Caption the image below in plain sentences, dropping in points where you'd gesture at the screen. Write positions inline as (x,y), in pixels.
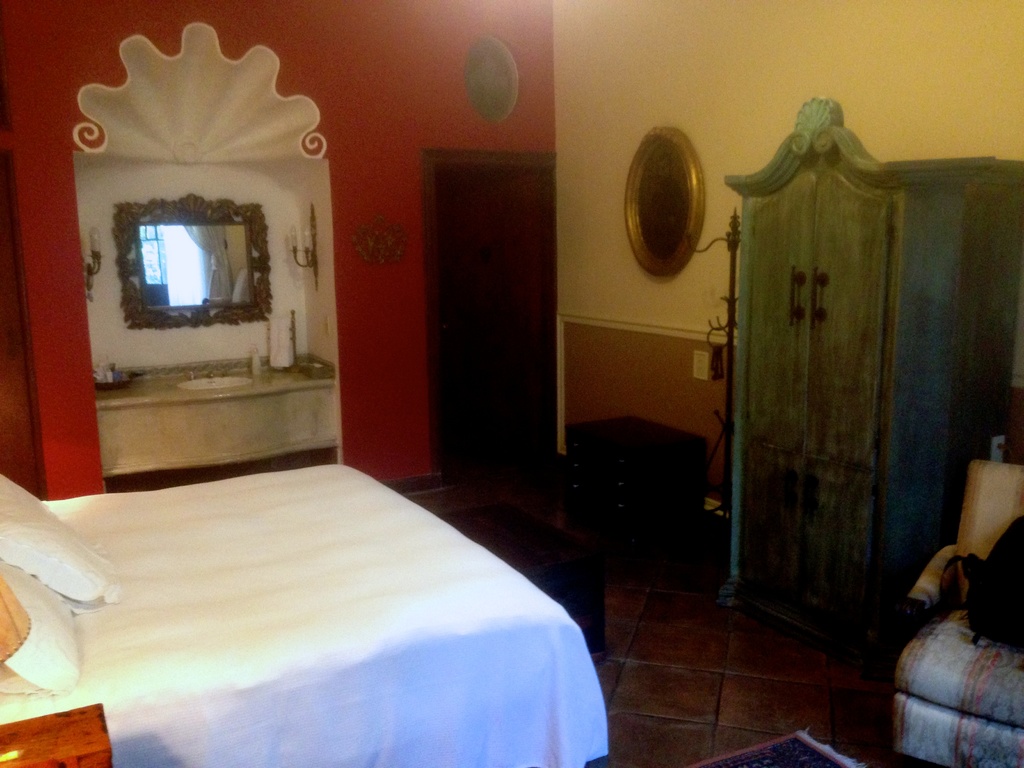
In this image we can see a bed (95,602) with pillows (76,673) on it, the lamp (14,618) on the table (54,737), the chair (932,717) on which bag (978,576) is kept, carpet (835,760) on the floor (789,715), wooden cupboard (791,449), stand (732,314), mirror (195,306), wash basin (213,424), candle stands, bottles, photo frames (653,221) on the wall (532,122) and the door (471,281) in the background (379,296).
